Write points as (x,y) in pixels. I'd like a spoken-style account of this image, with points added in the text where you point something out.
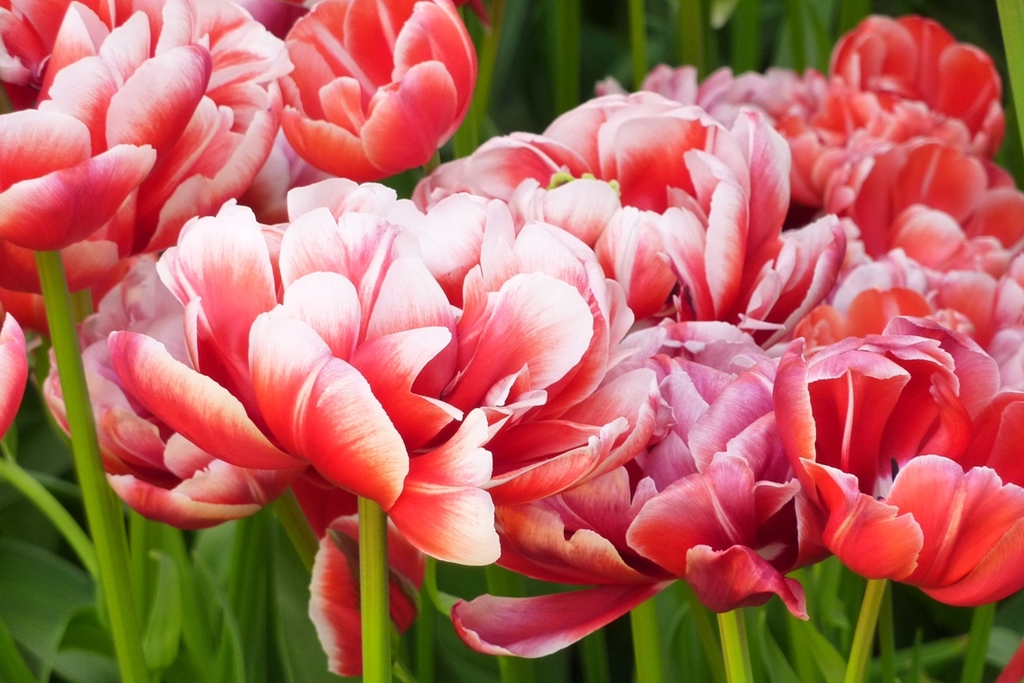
In this picture I can see many flowers (504,145). Behind that I can see some plants (541,39).
